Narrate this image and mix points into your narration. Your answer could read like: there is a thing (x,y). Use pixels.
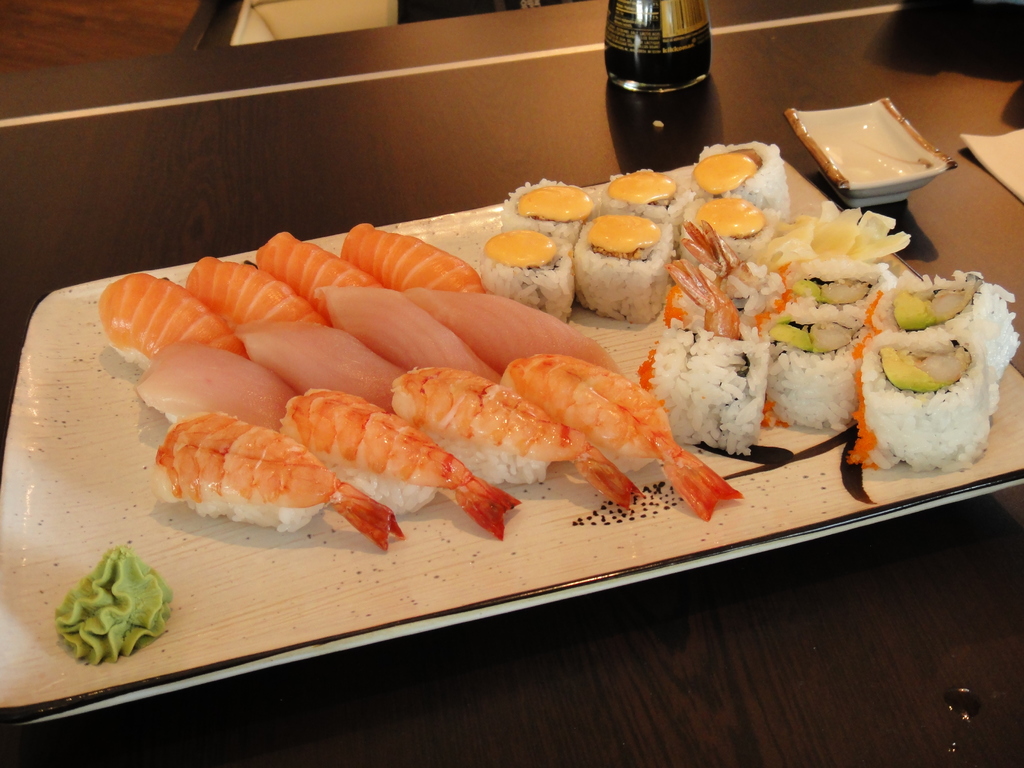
In the center of the image (358,504) we can see a plate (300,631), shrimps (307,492), meat (470,368), sushi rolls (674,317), bowl (826,167) and a bottle (663,85) placed on the table (702,633).
